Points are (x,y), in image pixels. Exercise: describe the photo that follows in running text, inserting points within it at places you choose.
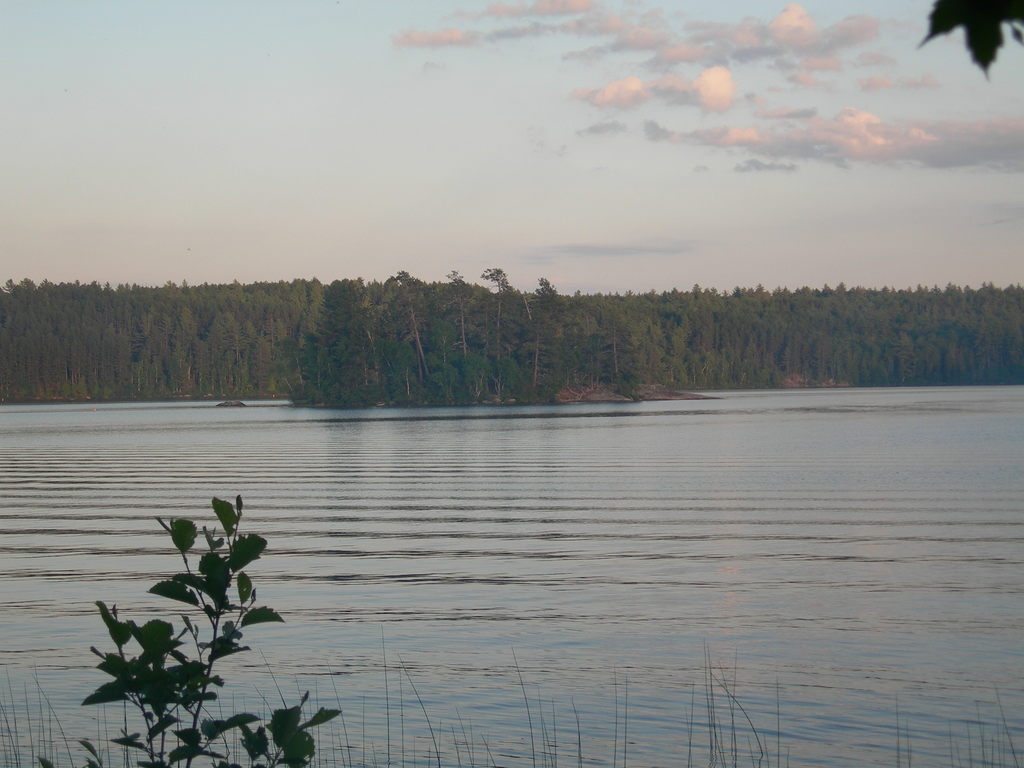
In this picture there is water (665,501) at the bottom side of the image (527,551) and there are trees (104,292) in the center of the image (432,350), there is sky (456,266) at the top side of the image (389,186) and there is a plant (287,760) at the bottom side of the image (174,752).
